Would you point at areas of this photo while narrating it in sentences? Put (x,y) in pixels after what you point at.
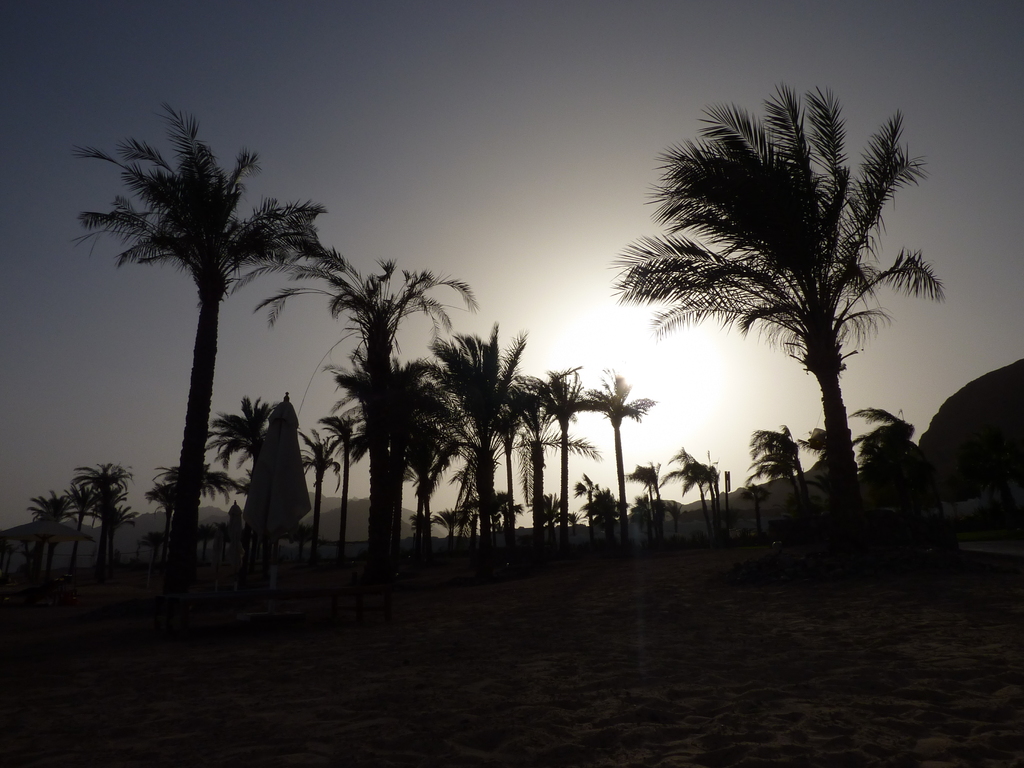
In this image I can see number of trees (475,365) and in background (640,415) I can see the sun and the sky (501,104). I can also see this image is little bit in dark.
